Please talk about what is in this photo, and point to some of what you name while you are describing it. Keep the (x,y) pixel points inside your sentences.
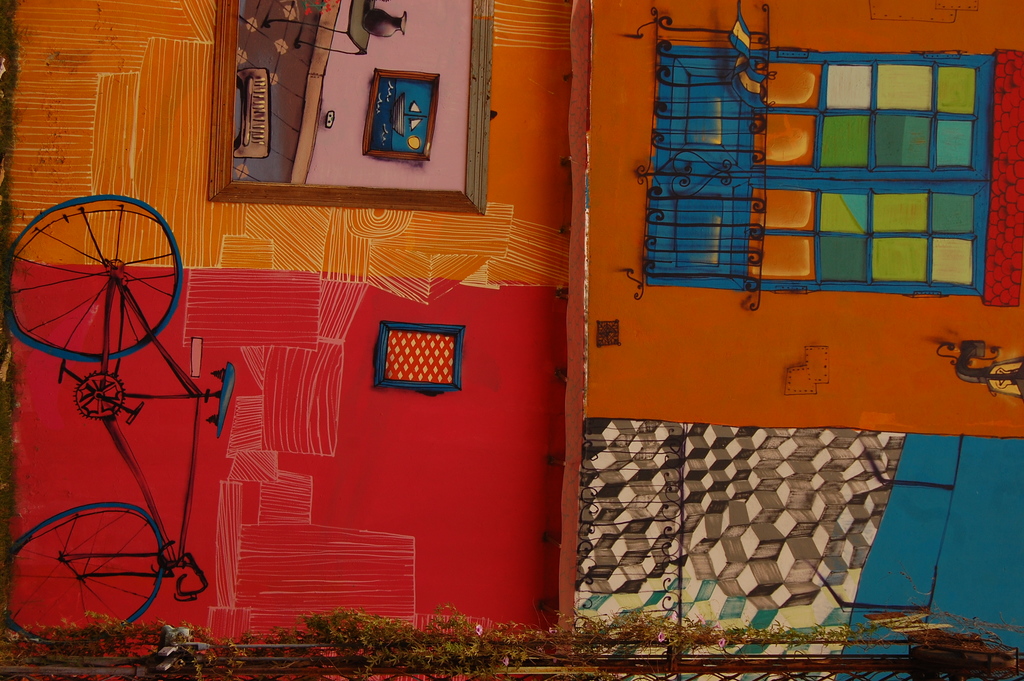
In this image I can see a frame (399,10) attached to the wall (445,215) and on the wall (353,223) I can see few paintings (808,242) and they are in multi color.
